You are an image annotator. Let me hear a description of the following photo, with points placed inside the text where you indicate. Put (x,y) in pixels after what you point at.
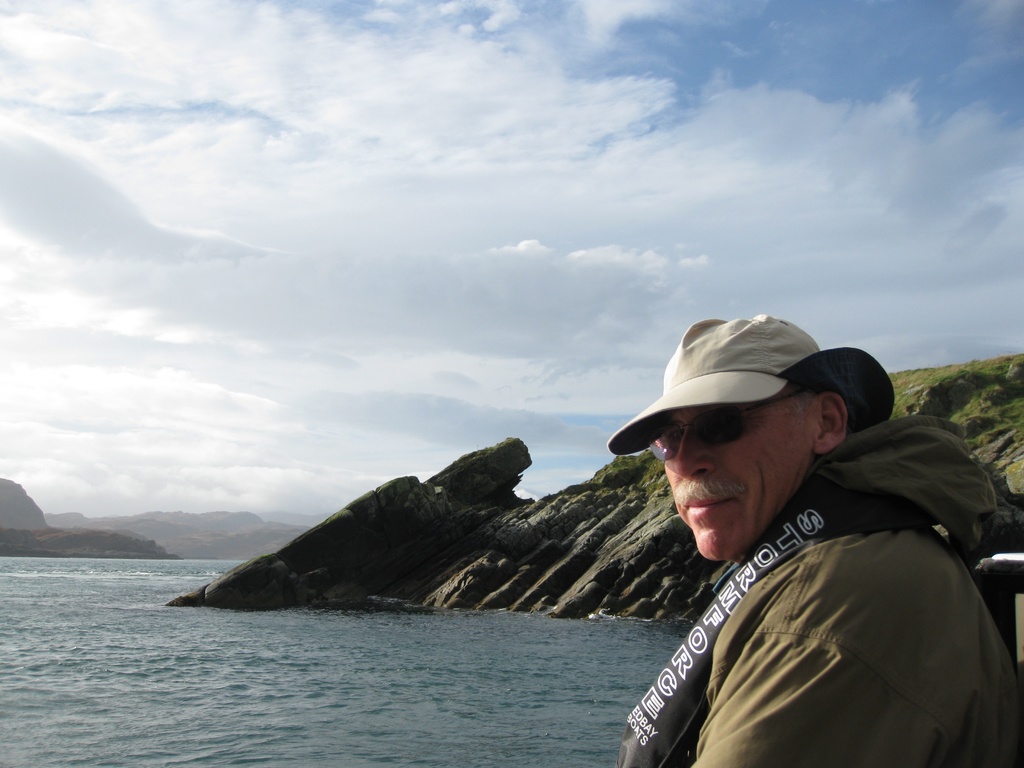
As we can see in the image there are hills (422,517), water (160,665), a person (802,590) wearing goggles (709,426) and hat (712,379). At the top (501,160) there is sky (363,197) and clouds (363,197).
